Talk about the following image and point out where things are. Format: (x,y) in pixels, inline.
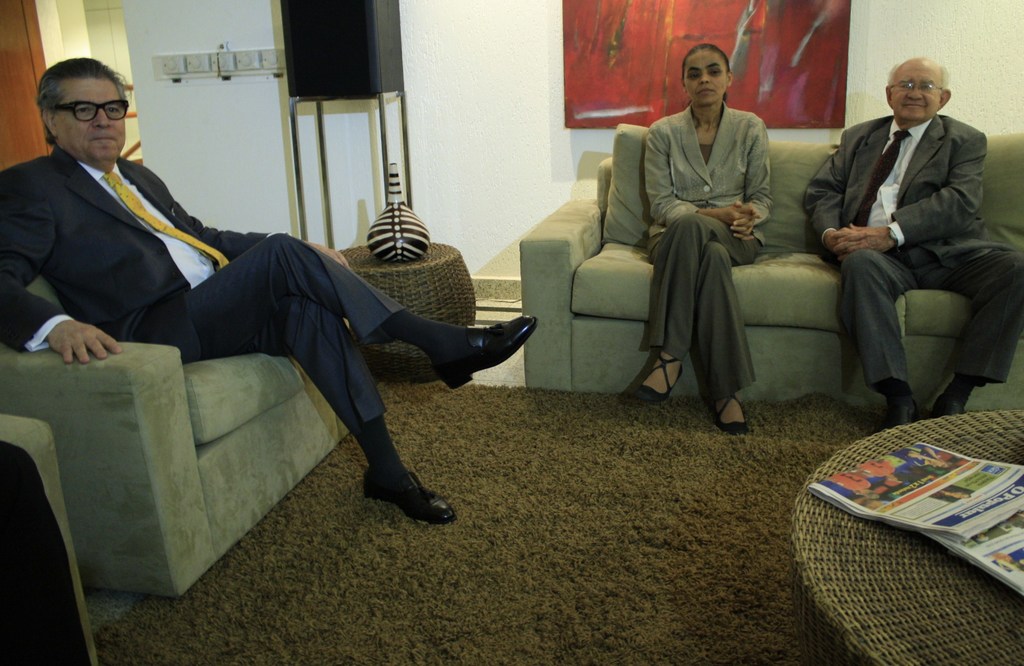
In this image we can see there are persons (708,209) sitting on the couch (841,344). There is a mat (583,561) on the floor (642,503). And there are chairs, on the table (872,535) there is a paper (1000,498). At the back (456,83) there is a stand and there is a wall (540,90), to the wall (356,180) there is a board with painting (639,44).
